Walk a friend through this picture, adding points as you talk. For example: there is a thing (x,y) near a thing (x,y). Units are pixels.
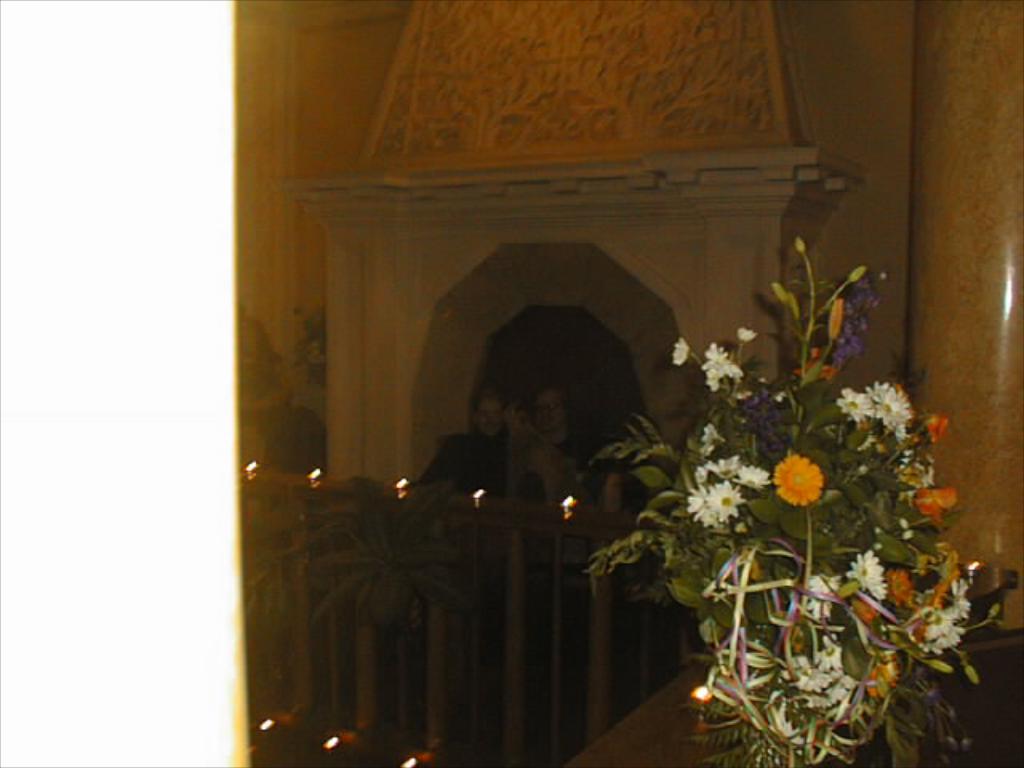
In this image we can see a bouquet (803,445) which is placed on the surface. We can also see the railing (608,682), lights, a plant (391,545) and a pillar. We can also see some people (599,476) standing beside the wall (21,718).
